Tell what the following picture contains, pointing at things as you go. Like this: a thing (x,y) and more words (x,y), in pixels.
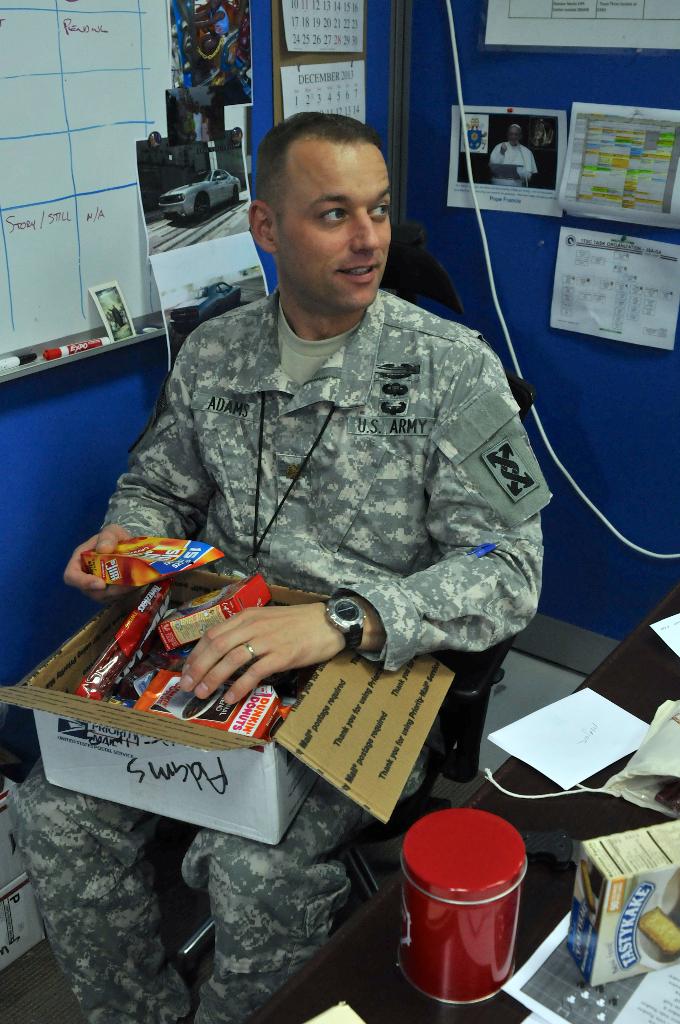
In this image we can see a man (357,504) sitting and holding a cardboard box (198,802) containing cartons (183,652). There is a table (631,816) and we can see some objects (563,848) placed on the table (344,963). In the background (567,57) there is a wall (545,288) and we can see posters (490,111) pasted on the wall (124,386). There is a board (23,54) and we can see a wire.
